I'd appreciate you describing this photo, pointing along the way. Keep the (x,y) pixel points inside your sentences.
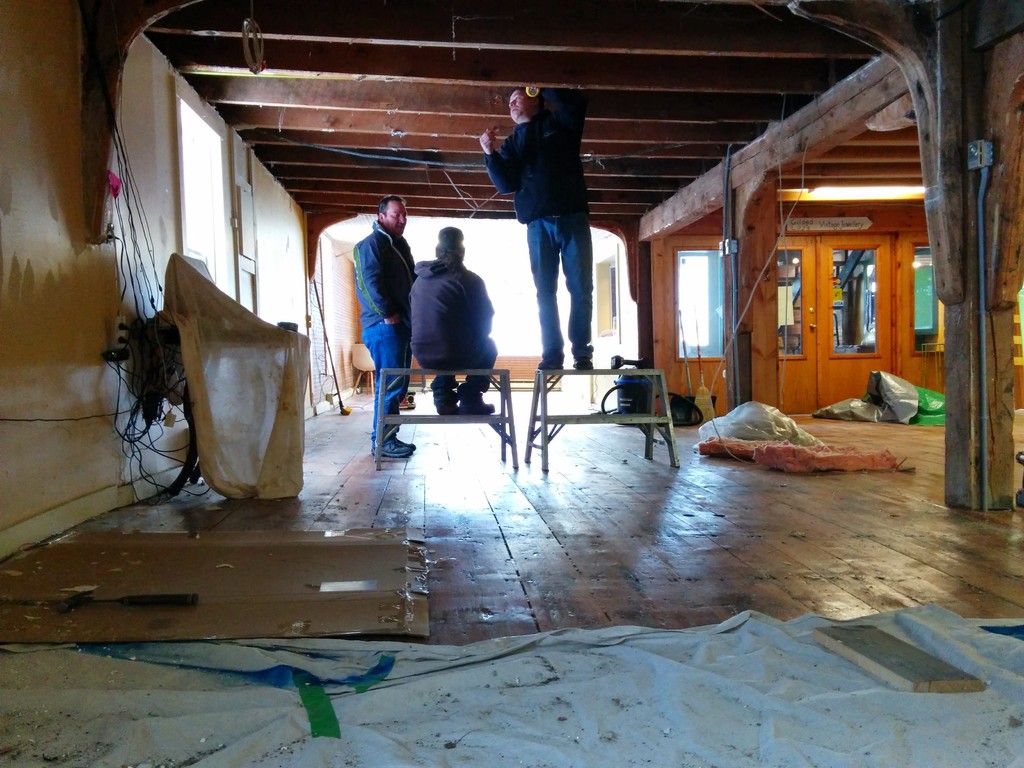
In this picture I can observe three men (435,305) in the middle of the picture (468,320). On the right side (836,277) I can observe doors (784,335). On the left side (53,209) I can observe wall (36,168).
